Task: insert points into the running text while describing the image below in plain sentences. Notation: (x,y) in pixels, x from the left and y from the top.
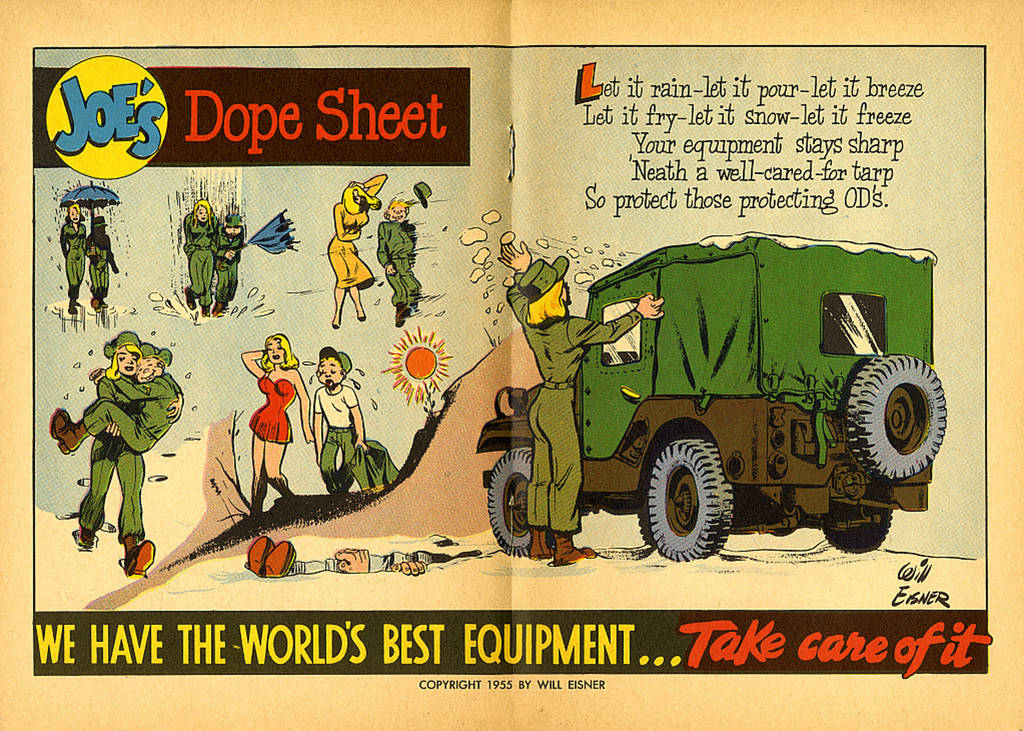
Here people (106,249) are standing, this is car (746,399).
